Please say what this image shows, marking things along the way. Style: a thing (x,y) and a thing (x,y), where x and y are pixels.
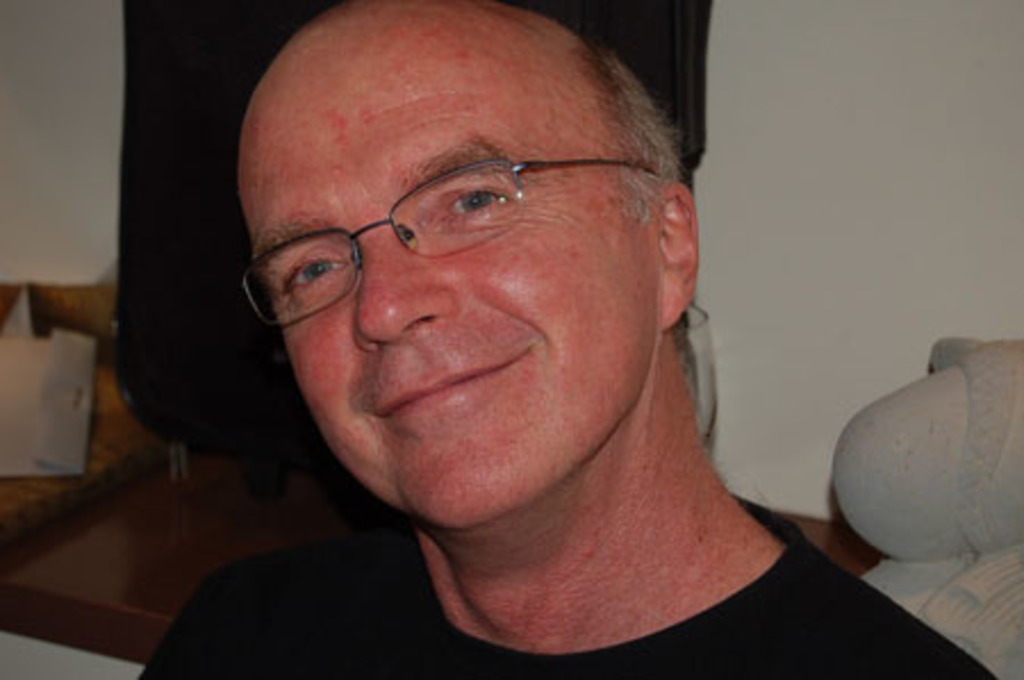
In this image we can see a man (500,361) wearing spectacles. On the backside (1021,602) we can see a bag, glass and some objects (917,529) placed on the surface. We can also see a wall (738,332).
